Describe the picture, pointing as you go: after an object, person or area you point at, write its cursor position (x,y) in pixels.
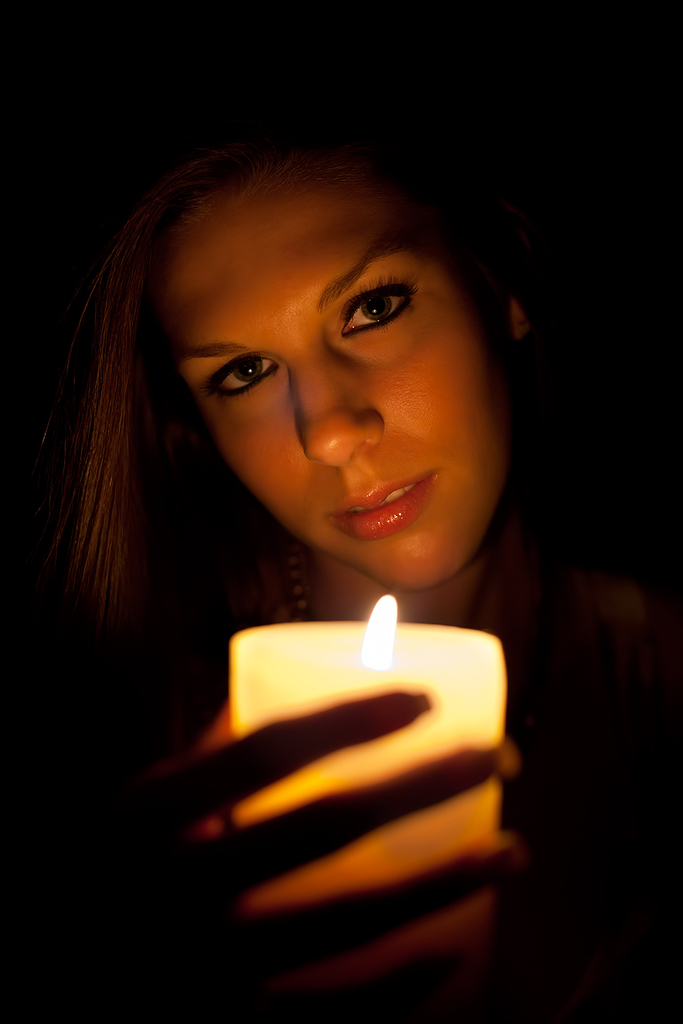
In the middle of this image (379,378), there is a woman (380,210), serious and holding a candle light (417,803). And the background (667,235) is dark in color.
